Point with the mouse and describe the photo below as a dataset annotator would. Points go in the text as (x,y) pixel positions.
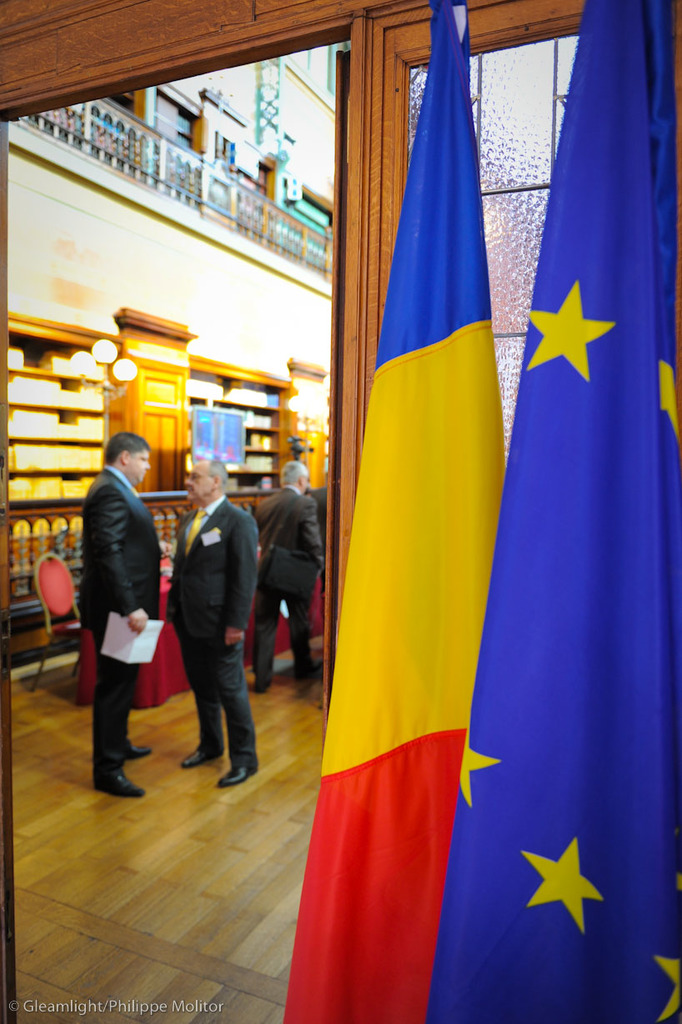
In this image we can see a blue color and yellow and red color flags (446,710) and we can see the glass windows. In the background (45,604), we can see these people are standing on the wooden floor (178,736), we can see chair (48,616), table (281,614) and wooden wall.
